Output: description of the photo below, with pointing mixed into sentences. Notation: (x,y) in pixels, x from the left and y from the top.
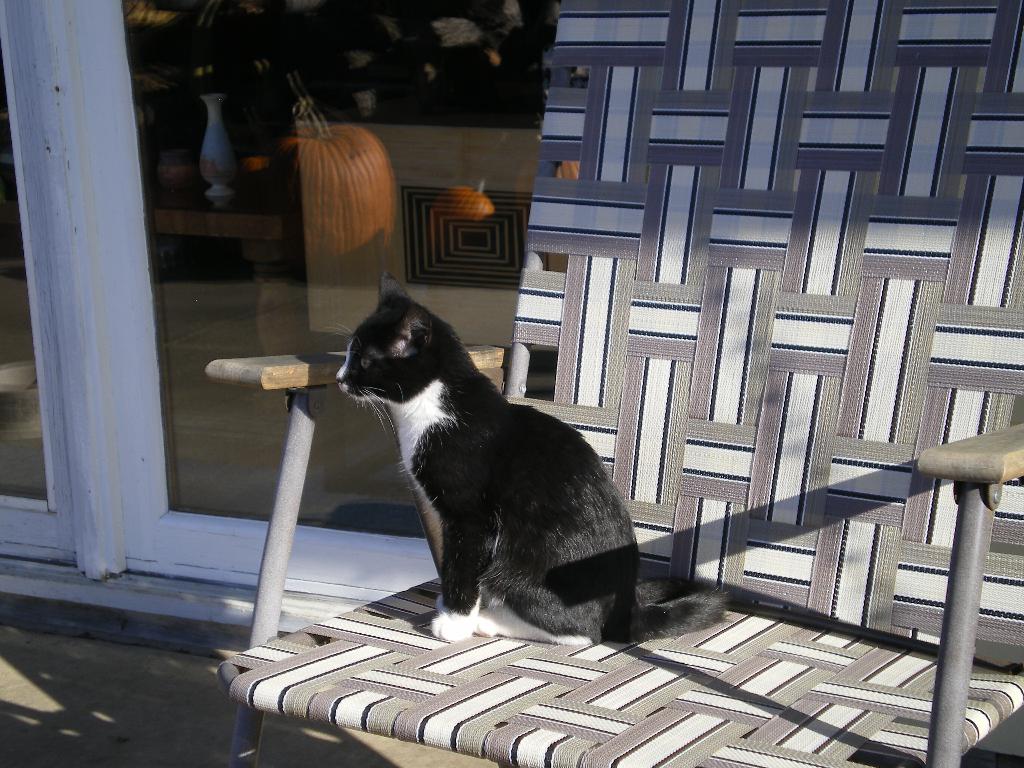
In this picture there is black and white color cat (493,526) sitting on the chair (776,730). Behind there is a glass and wooden white color door (159,193).
